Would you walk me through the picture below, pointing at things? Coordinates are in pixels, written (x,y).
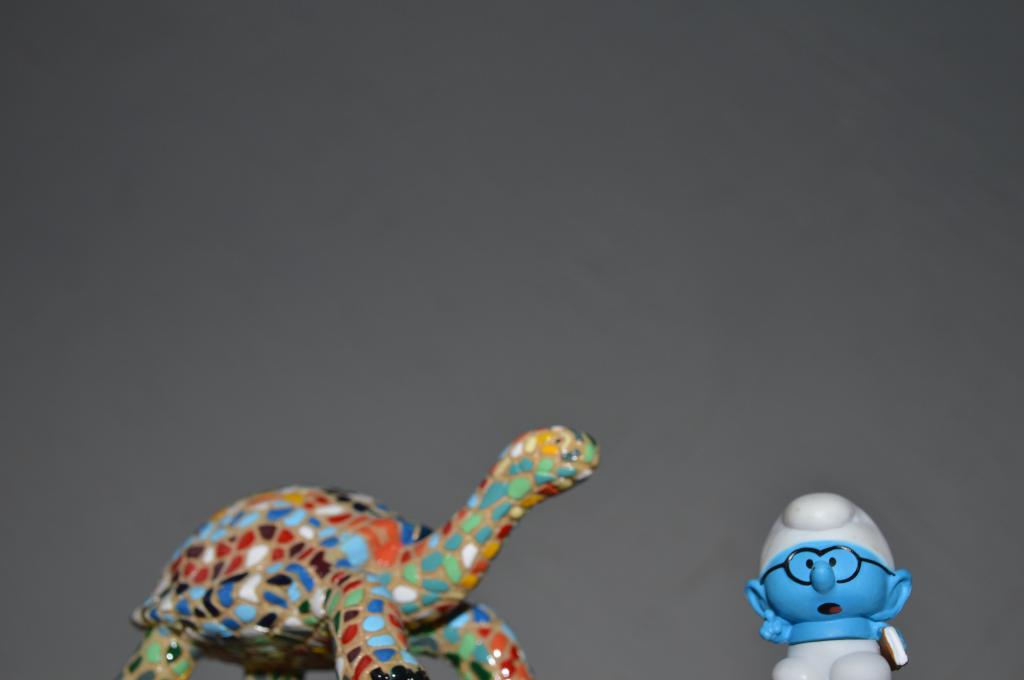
In this image we can see there are toys (835,551) with grey background (810,480).
